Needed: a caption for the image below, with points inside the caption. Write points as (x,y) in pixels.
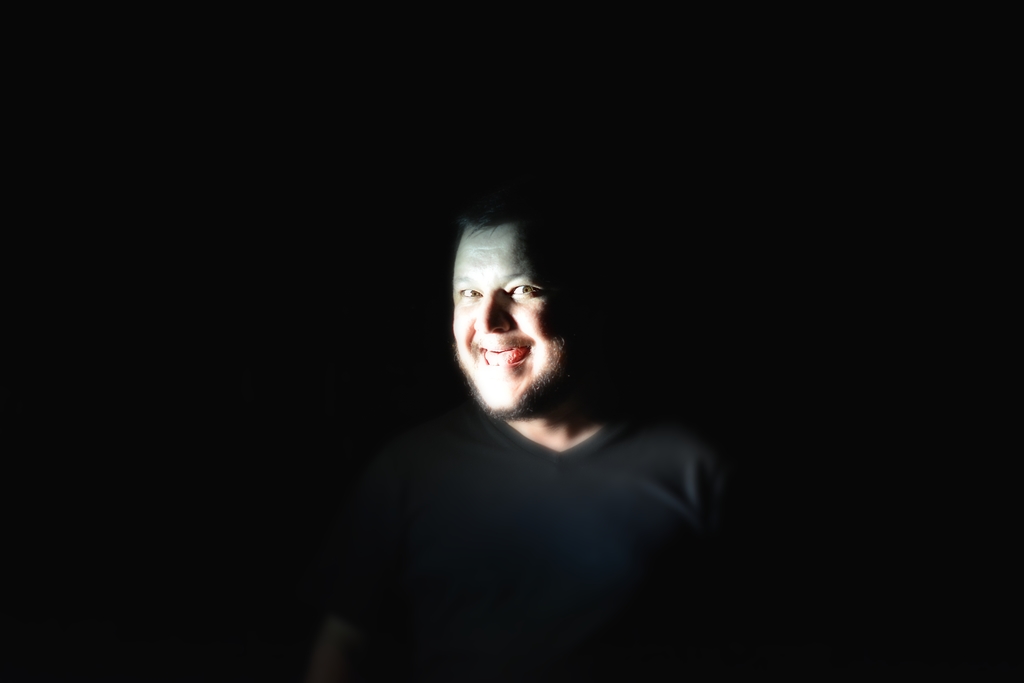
In the center of the image (545,454) we can see a person (483,493).
